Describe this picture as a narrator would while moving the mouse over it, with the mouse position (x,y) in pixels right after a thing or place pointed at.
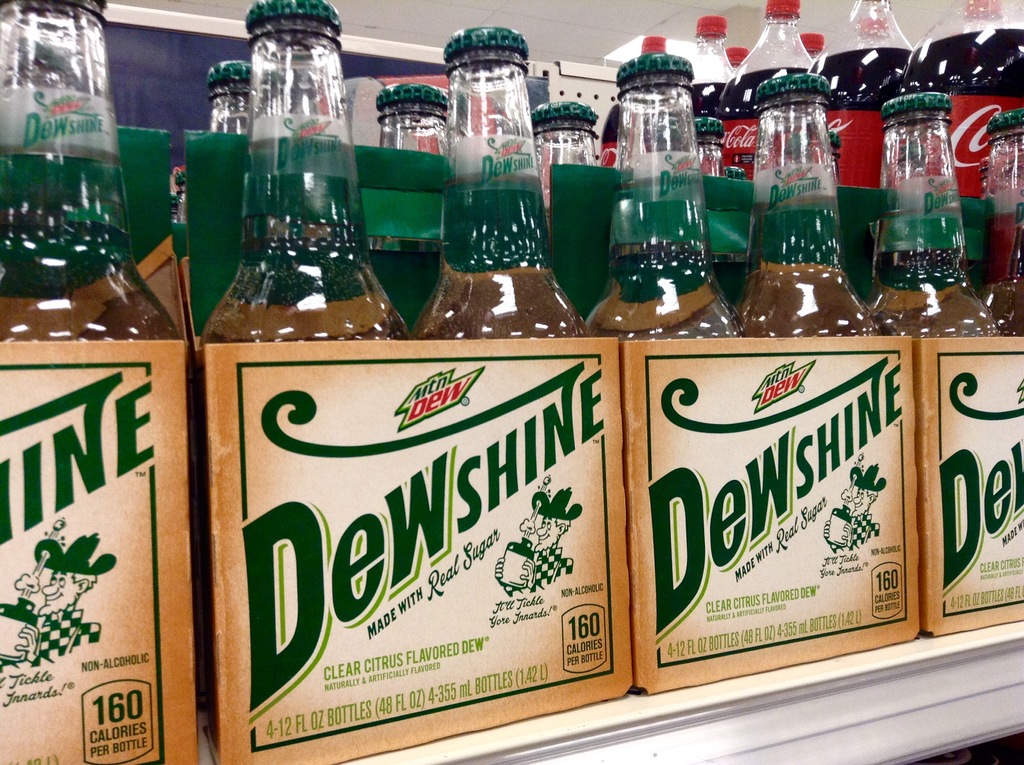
In the image there are drinks (570,322) which are placed in the boxes (885,439). In the background (210,62) there is a wall (210,62).
